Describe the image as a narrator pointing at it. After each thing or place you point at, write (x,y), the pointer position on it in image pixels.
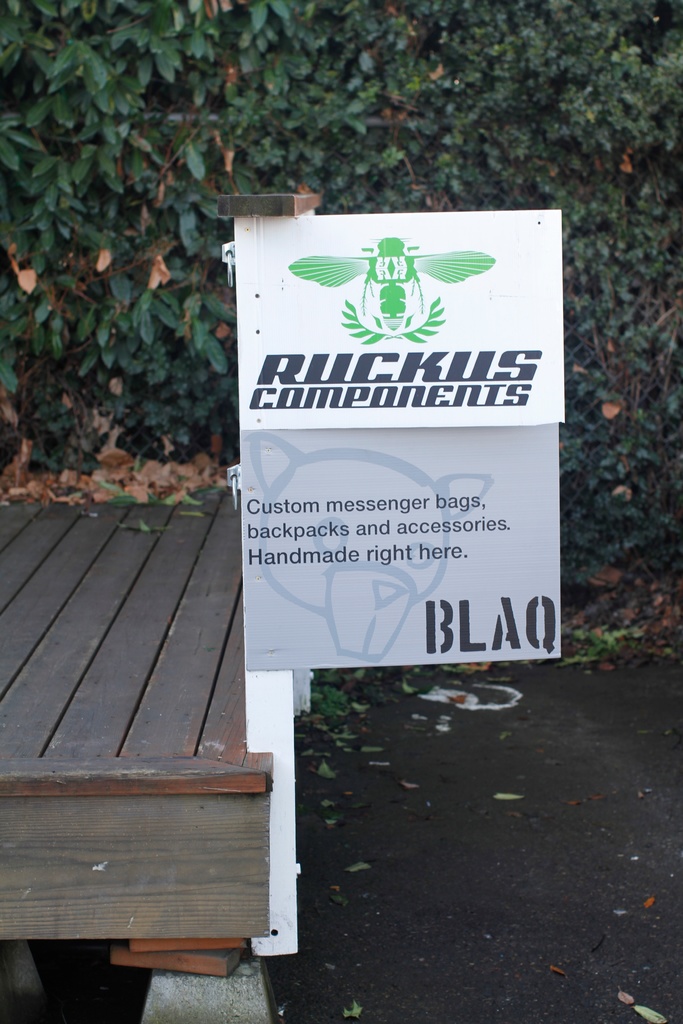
In the picture there is a wooden plank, there is a pole (293,827) with the boards (380,353), on the boards (399,446) we can see some text (365,535), there may be trees (127,161) and there are dried leaves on the ground (417,1013).
